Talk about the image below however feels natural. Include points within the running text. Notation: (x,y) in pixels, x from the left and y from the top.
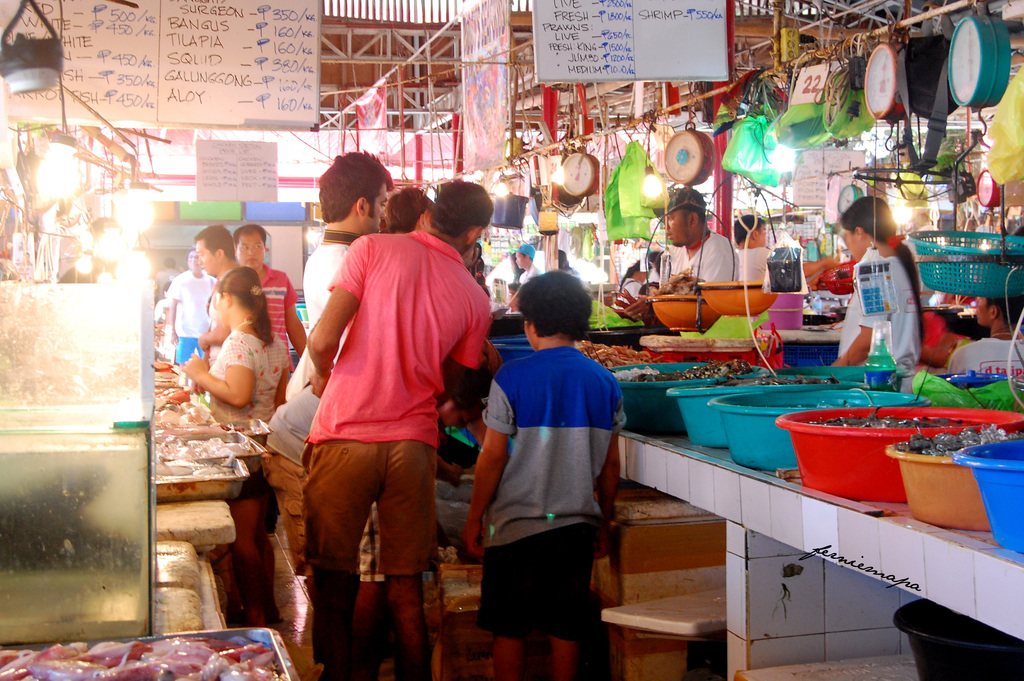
In this image there are tables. On top of it there are tubs (675,402). Inside the tubs (686,384) there are a few objects (652,372). On the right side of the image (736,124) there are weighing scales (964,73) and a few other objects (826,131) hanging from the metal rod (681,107). There are people (408,608) standing beside the tables (696,477). There are boards (597,13) with some text (609,6) on it. There are banners (467,134). There are lights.
